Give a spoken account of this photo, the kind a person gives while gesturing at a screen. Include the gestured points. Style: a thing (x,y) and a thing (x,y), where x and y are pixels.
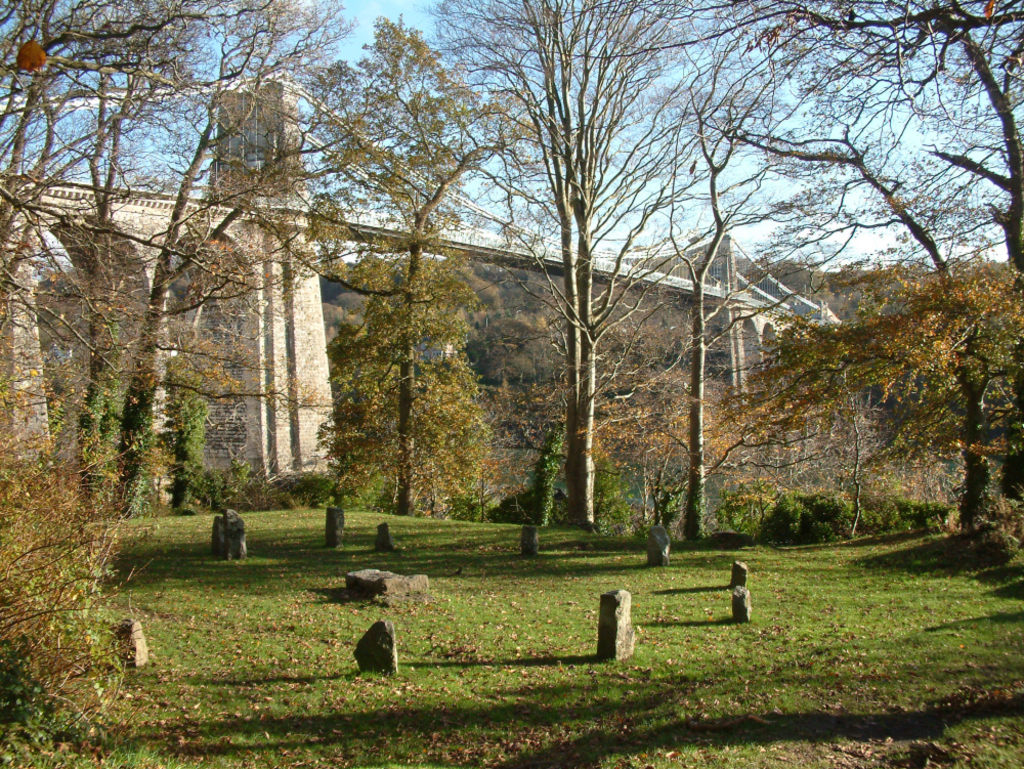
This picture is clicked outside. In the foreground (267,616) we can see the green grass (782,670) and we can see the stones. In the center (511,412) we can see the plants (604,437), trees (120,365) and a bridge (133,201). In the background (625,226) we can see the sky (664,69) and some other objects (801,262).
